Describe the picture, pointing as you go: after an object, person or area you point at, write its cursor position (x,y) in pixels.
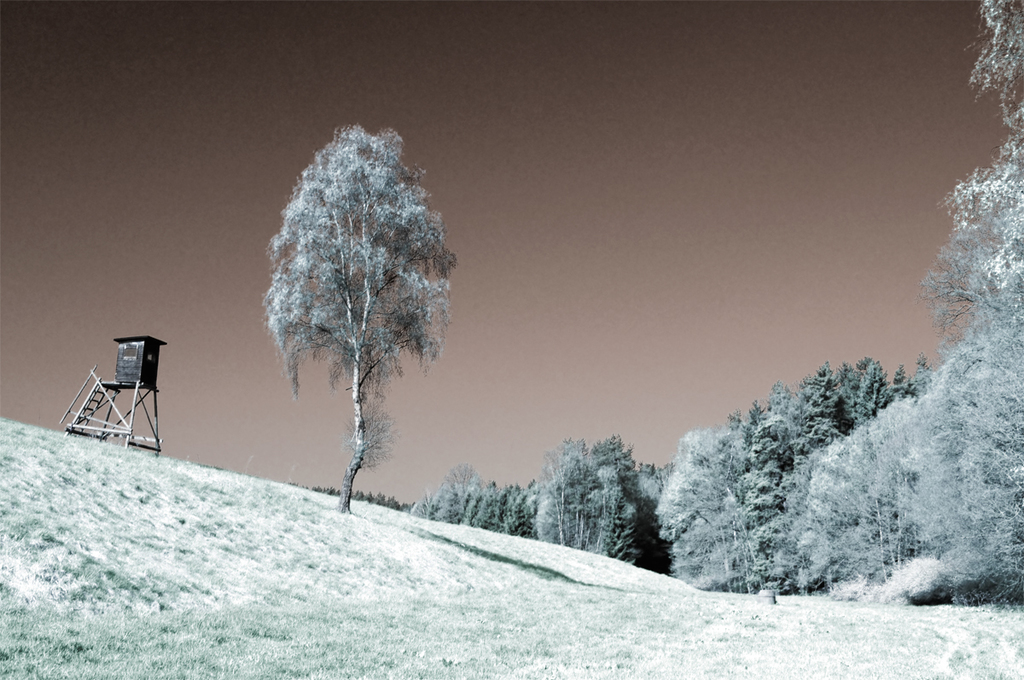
This is outside view. At the bottom (295,630) I can see the grass (147,618) on the ground (578,630). On the left side (111,392) there is a box (133,357) placed on a stand (82,427), beside there is a tree (364,290). On the right side (926,367) there are many trees (699,473). At the top of the image (793,167) I can see the sky (505,221).
